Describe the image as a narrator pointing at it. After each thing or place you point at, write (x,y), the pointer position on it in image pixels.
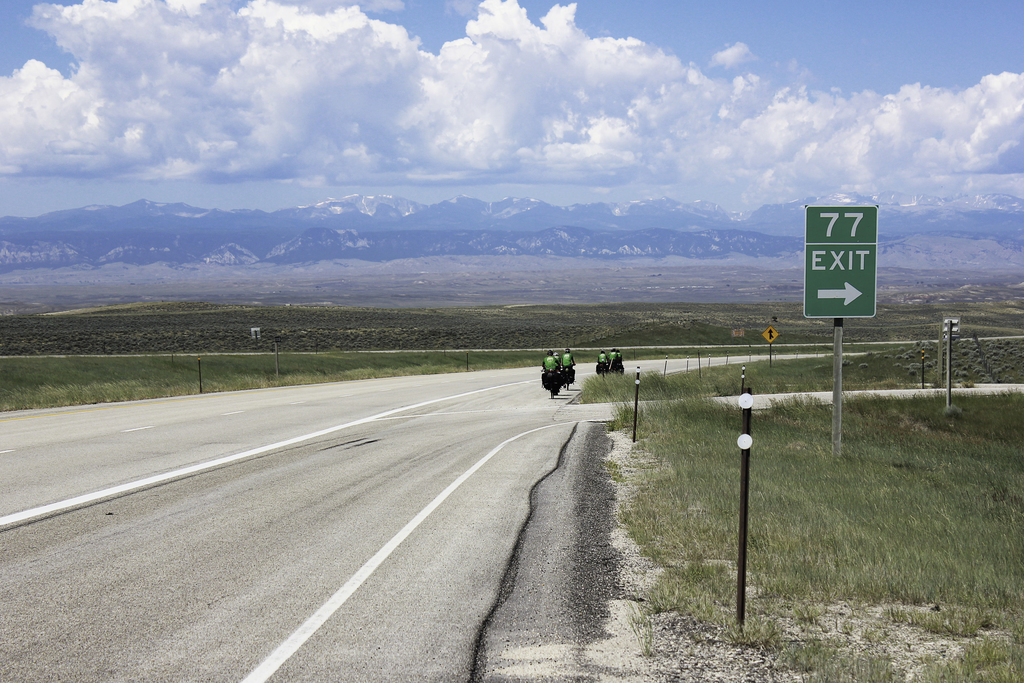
In this picture I can see few people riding bicycles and I can see grass (80,382) on the ground (873,483), few plants (912,375) and a board (807,255) with some text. I can see hills (474,216) in the back (538,224) and a blue cloudy sky (579,115).
